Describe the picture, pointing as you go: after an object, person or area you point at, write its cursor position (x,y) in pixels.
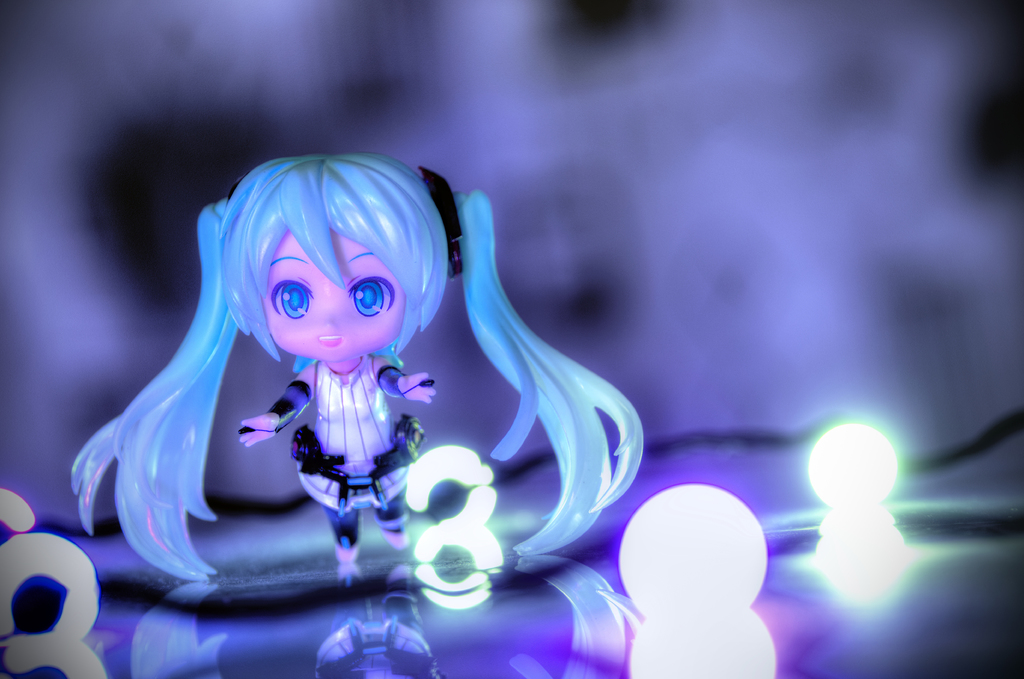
In this picture there is a doll (345,361). On the right (835,483) there is a light (816,451). The background (103,68) is blurred. In the foreground (21,502) there are lights (7,505) and cable (226,510).
